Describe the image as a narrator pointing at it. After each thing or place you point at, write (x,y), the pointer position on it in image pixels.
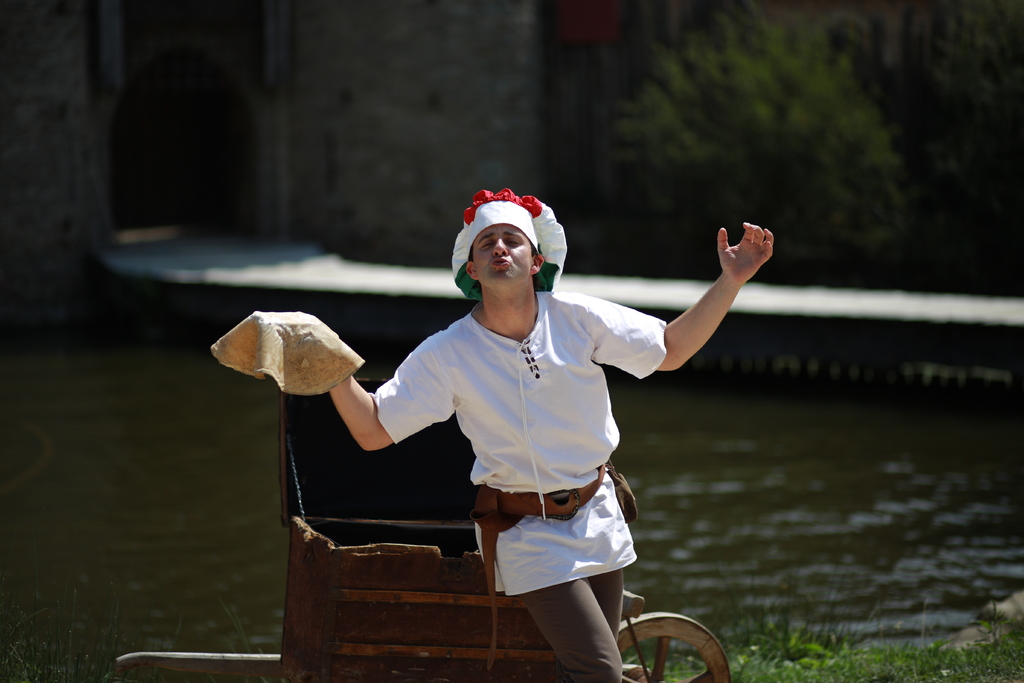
In this image, we can see a man (541,517) is standing and wearing a cap (497,218). Here we can see some object (277,359) on his hand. Behind him, we can see a box (460,582), wheel (709,648). At the bottom (851,669), there is a grass (790,669). Background (1007,530) we can see the water (711,521), walkway (783,330), wall (450,184) and trees (1021,176).
